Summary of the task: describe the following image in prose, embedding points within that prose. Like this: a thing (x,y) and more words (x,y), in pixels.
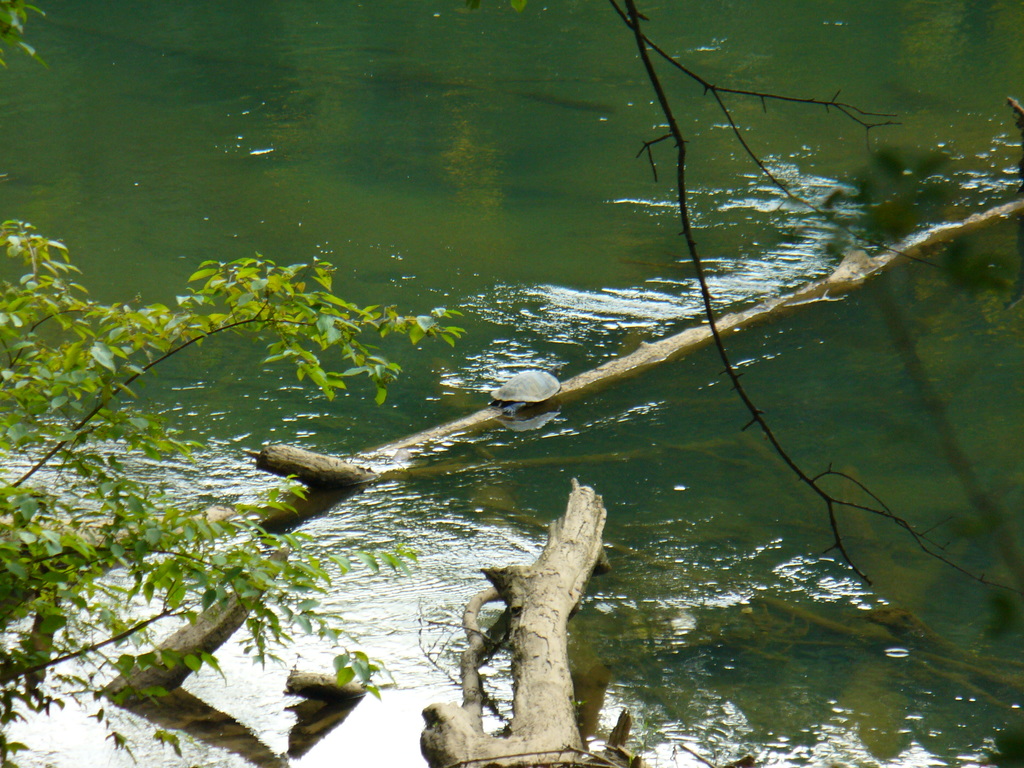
In this image I can see a tortoise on the wood (597,373) and I can see a branch (372,308) of a tree (0,231) on the left side (170,590) and there is the water (662,502).
